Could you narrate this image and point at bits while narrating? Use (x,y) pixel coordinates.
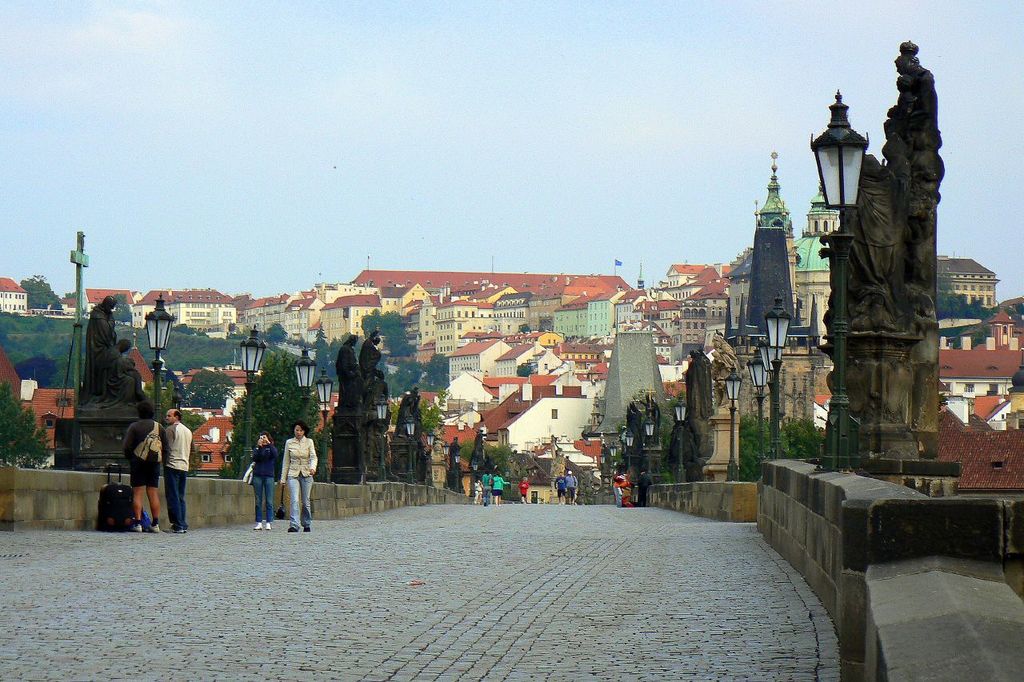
In this image we can see some group of persons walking on the ground (463,530) there are some statues (338,428), lamps (383,446) at left (321,445) and right side of the road (701,531) and at the background of the image (554,391) there are some houses (494,348), trees (202,359) and clear sky (380,77).
